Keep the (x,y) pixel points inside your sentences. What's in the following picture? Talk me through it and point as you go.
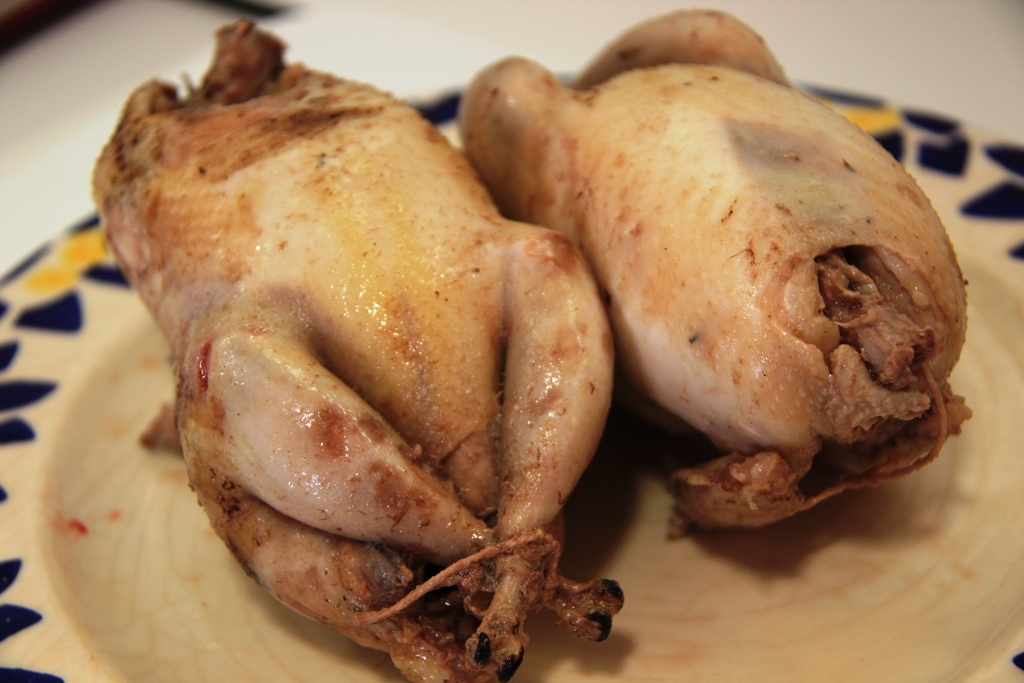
We can see food (401,229) with plate (66,464) on white surface (402,40).
